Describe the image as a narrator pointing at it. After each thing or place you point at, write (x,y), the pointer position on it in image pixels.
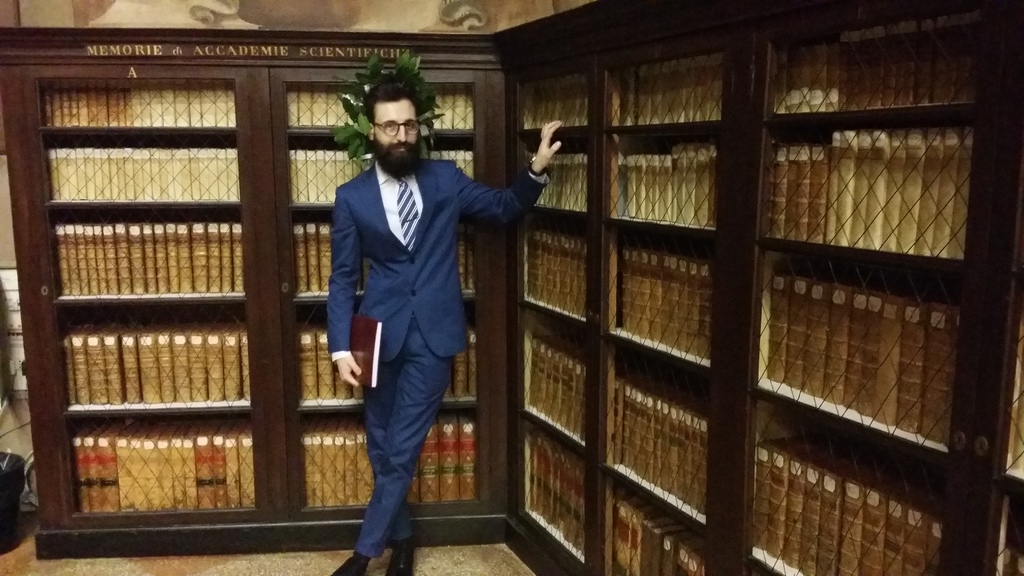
There is a person (371,219) wearing specs (413,128) is holding a book (372,351) and standing. Near to him there are cupboards (154,222). Inside the cupboards (267,116) there are books (653,295). On the cupboard (257,62) something is written. Also there is a plant (352,90) behind him.
